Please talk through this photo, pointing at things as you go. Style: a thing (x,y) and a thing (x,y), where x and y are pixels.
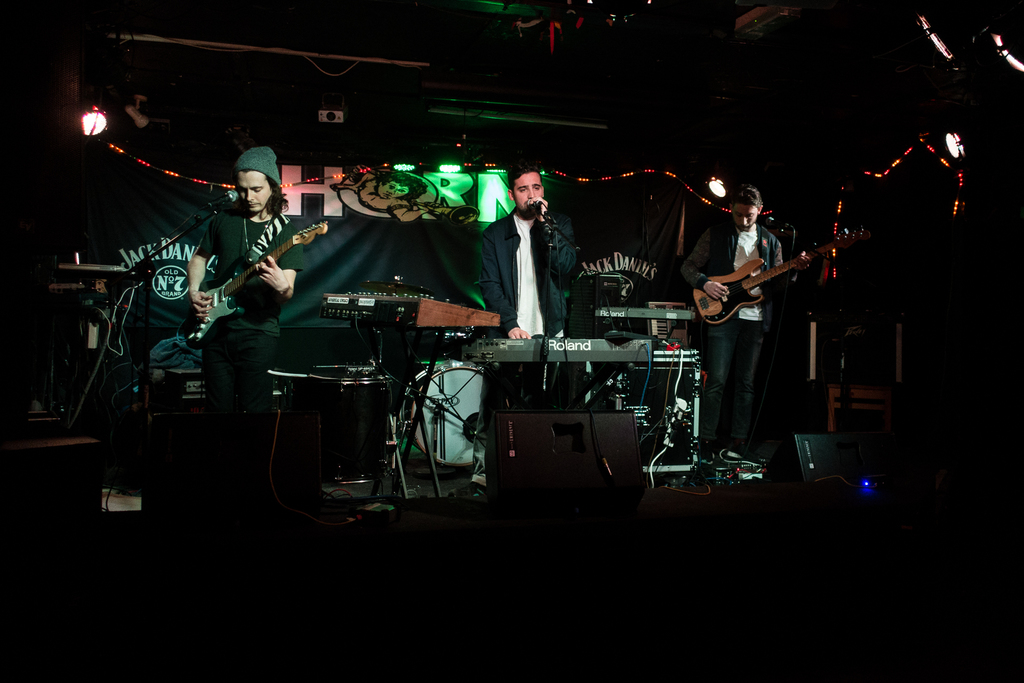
Three peoples (714,344) are standing near the music players (607,346). At the background (383,267), we can see a banner (414,228), lights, projector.
